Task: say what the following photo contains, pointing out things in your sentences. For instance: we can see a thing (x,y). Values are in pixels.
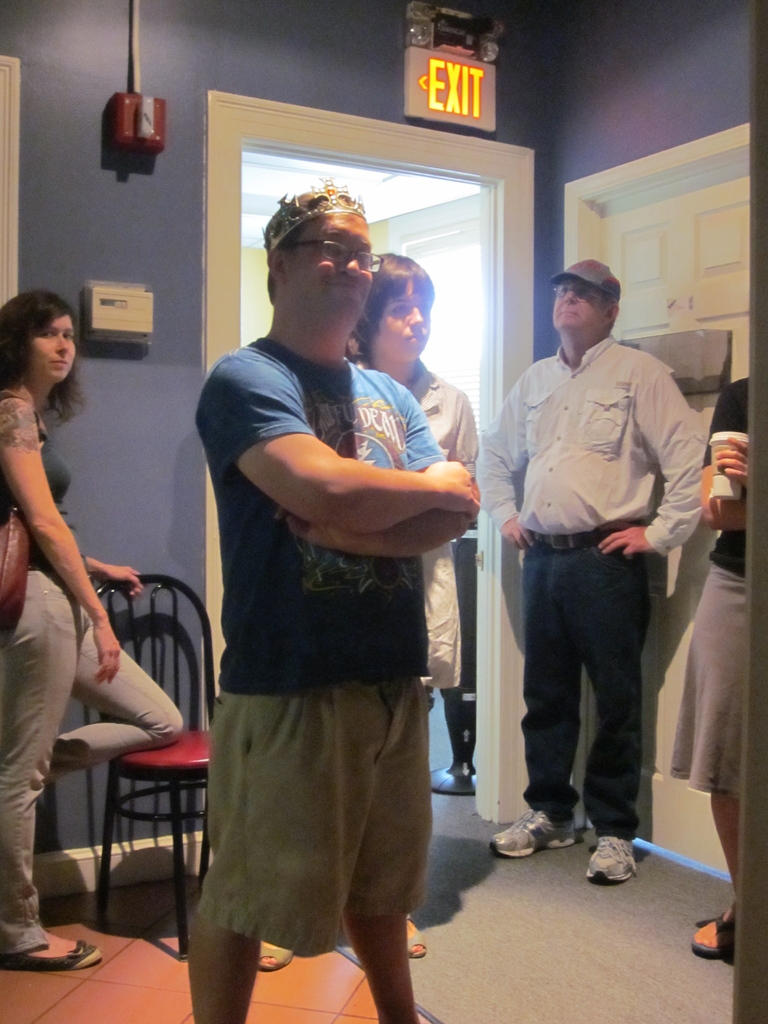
In this image there are group of people (329,476) standing, there is a chair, door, exit board (423,55) attached to the wall (519,77).
